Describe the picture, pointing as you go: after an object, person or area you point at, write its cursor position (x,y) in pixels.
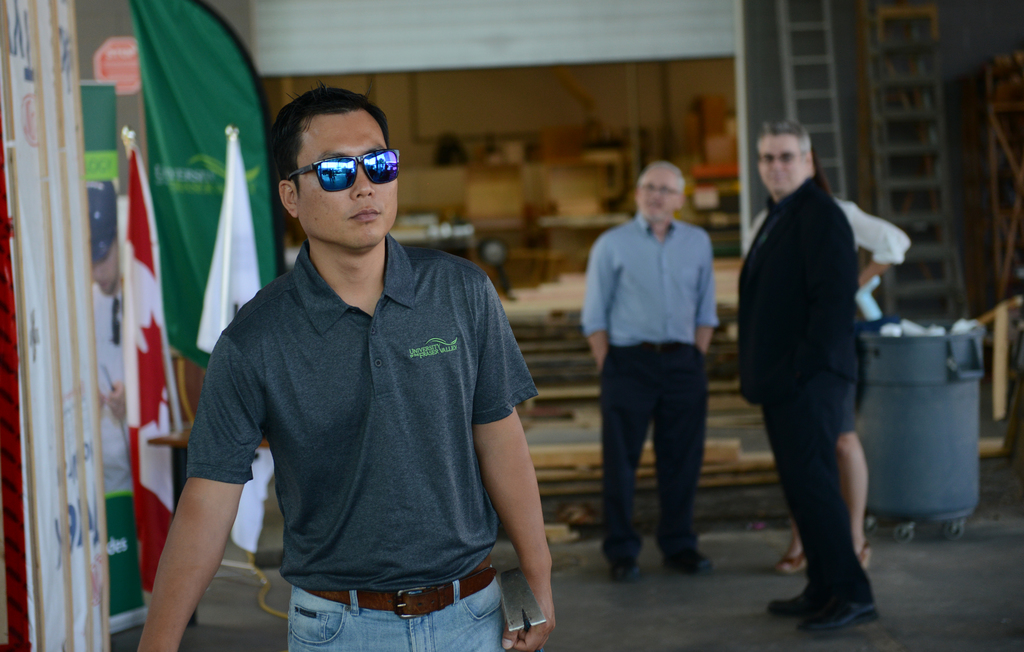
In this image we can see a person (392,492) standing, beside this person (348,373) there are other three persons (687,316) standing. On the right side of the image (862,402) there are some objects (934,406). In the background (502,135) there is a wall (431,165).
